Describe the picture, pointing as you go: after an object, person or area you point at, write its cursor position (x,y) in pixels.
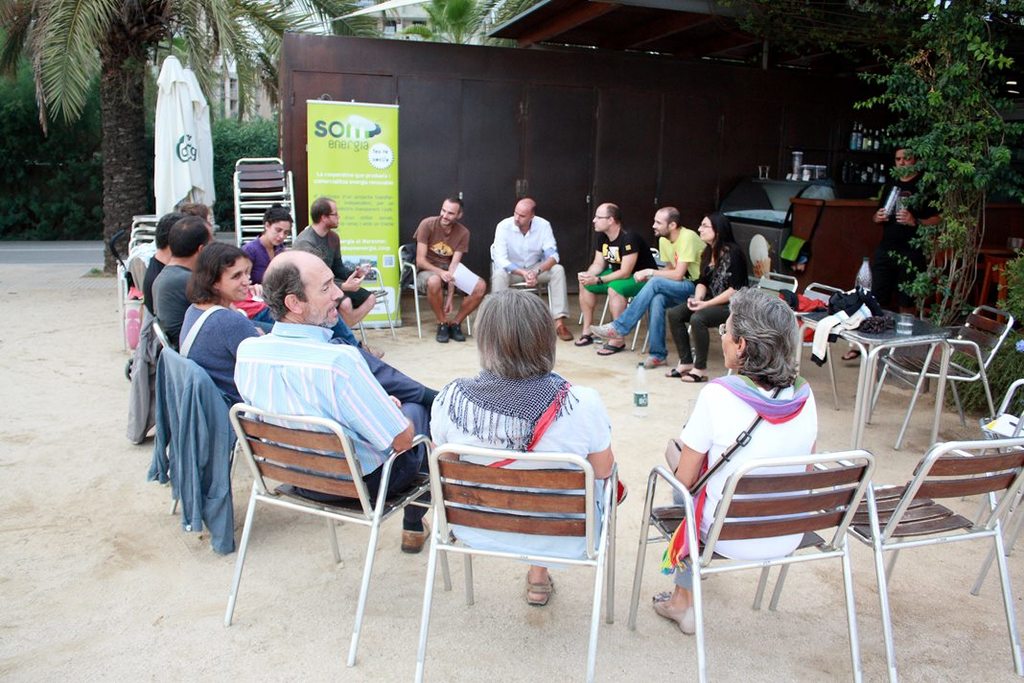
There are group of people (326,279) sitting on the chairs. This is a table (868,335) with some clothes (874,330) on it. This is a water bottle (641,410). I can find few empty chairs (970,373). This is a tree (121,75). This looks like a banner (357,167) which is green in color. I can see another person (905,212) standing and holding some object (898,203). Here is the bag (806,253) hanging to the desk (852,253).
